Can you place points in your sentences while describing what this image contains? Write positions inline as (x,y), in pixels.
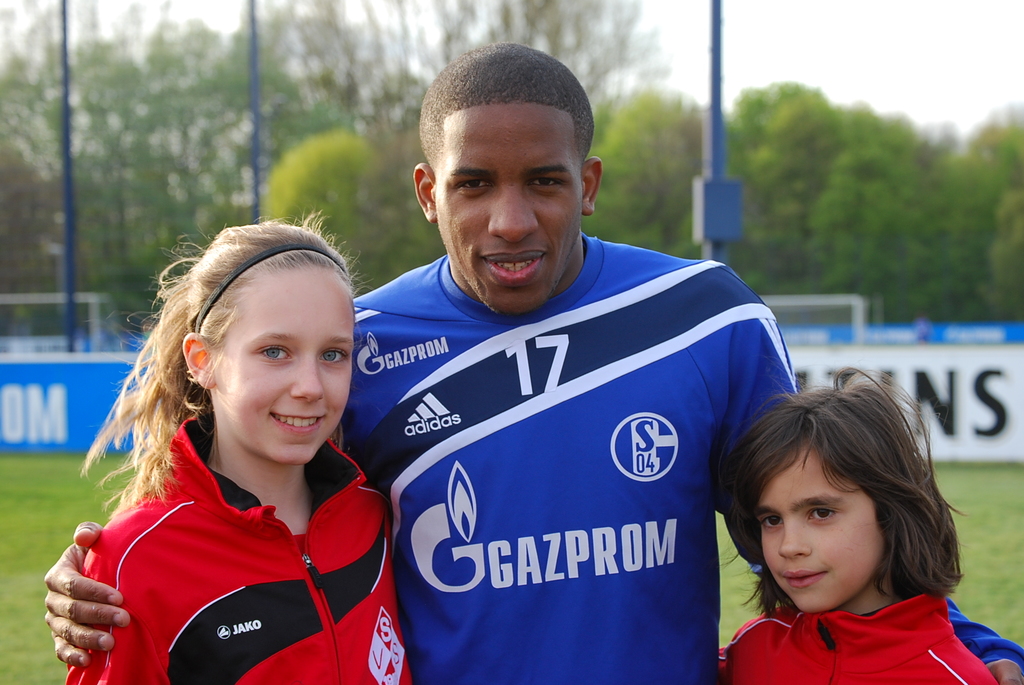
There is a person (575,195) in blue color t-shirt (572,331) smiling, standing and holding two children (234,576) who are in red color t-shirts (225,552) and are smiling and standing. In the background (989,462), there is grass (40,471) on the ground (71,524), there are hoardings (963,397), trees (791,91), poles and sky (929,45).
